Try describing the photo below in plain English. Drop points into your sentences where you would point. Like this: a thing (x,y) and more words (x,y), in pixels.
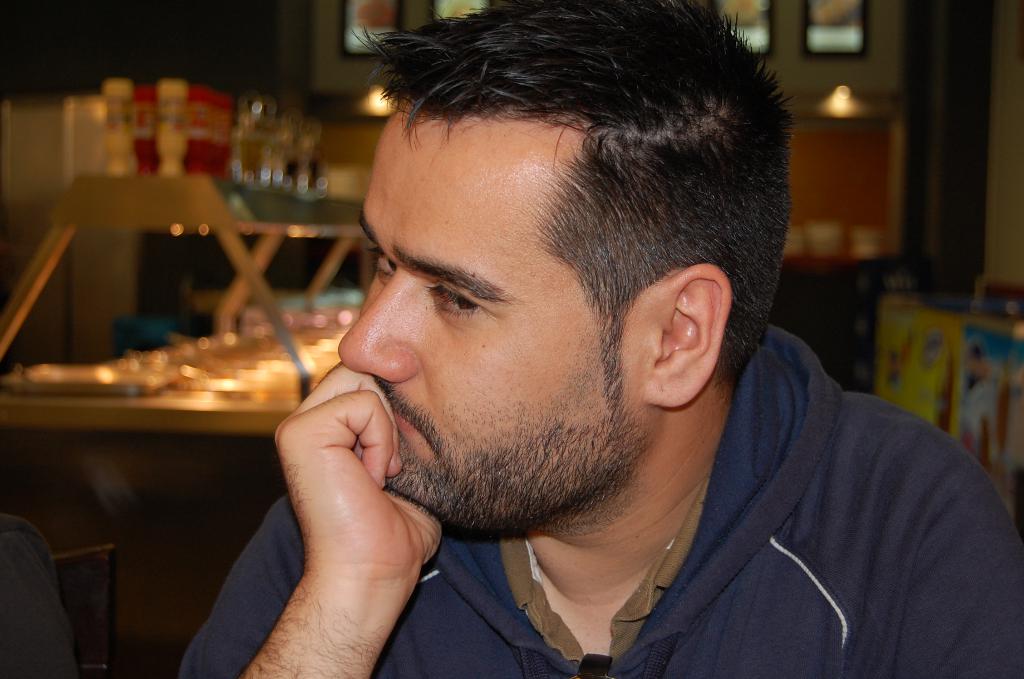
In this image I can see a man (347,432) and I can see he is wearing hoodie (752,503). In the background (165,210) I can see few stuffs (176,149) and I can see this image is little bit blurry from background (150,12).
